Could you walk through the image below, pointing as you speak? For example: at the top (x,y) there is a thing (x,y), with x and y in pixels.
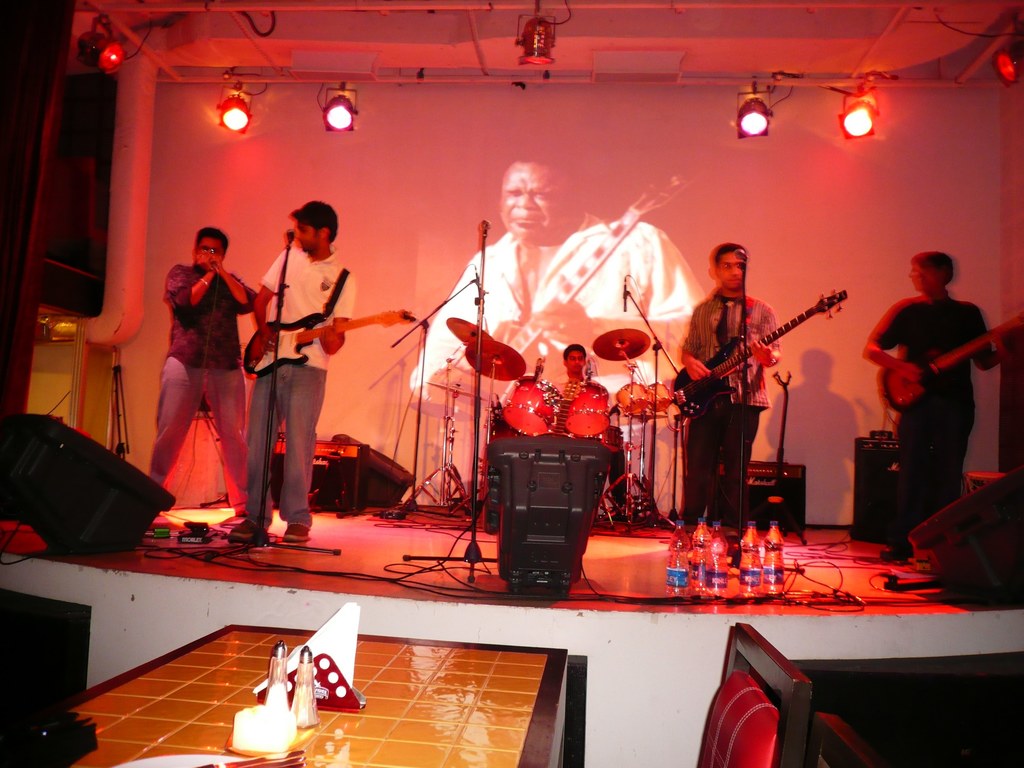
This is the picture of five people (175,344) standing on the stage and playing musical instruments (568,415) and in front of them there are some speakers (590,511), lights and bottles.
